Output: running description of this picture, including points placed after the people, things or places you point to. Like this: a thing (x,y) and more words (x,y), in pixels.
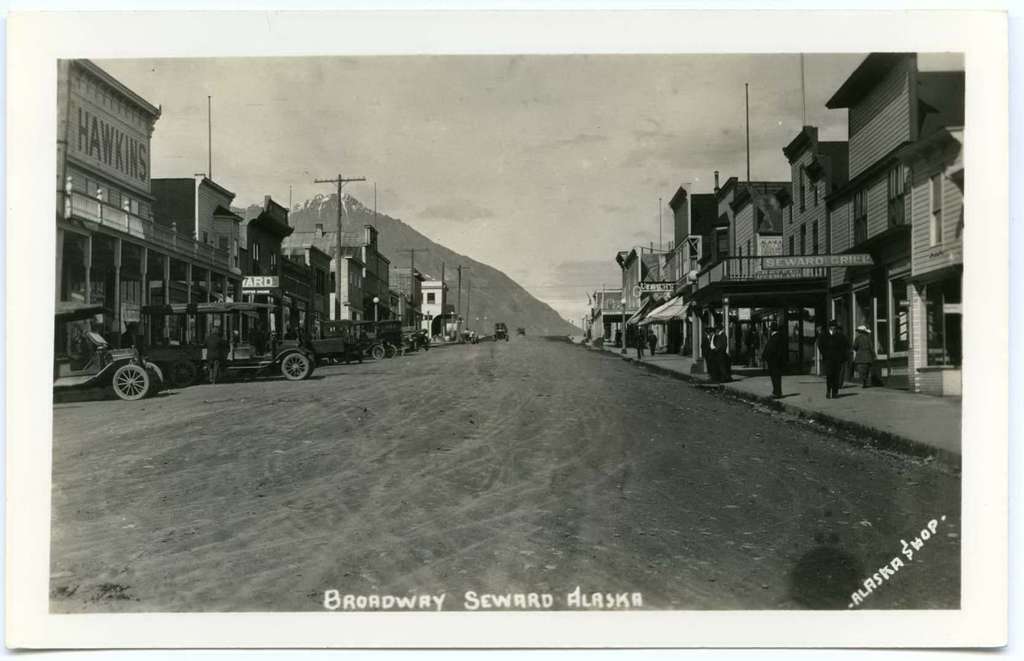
This picture few buildings (678,221) and we see few electrical poles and people (821,353) standing on the sidewalk (854,396) and couple of cars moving on the road (408,387) and the few cars (236,348) parked on the side and we see a cloudy sky (518,205) and we see text (584,605) on the bottom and right bottom of the picture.
